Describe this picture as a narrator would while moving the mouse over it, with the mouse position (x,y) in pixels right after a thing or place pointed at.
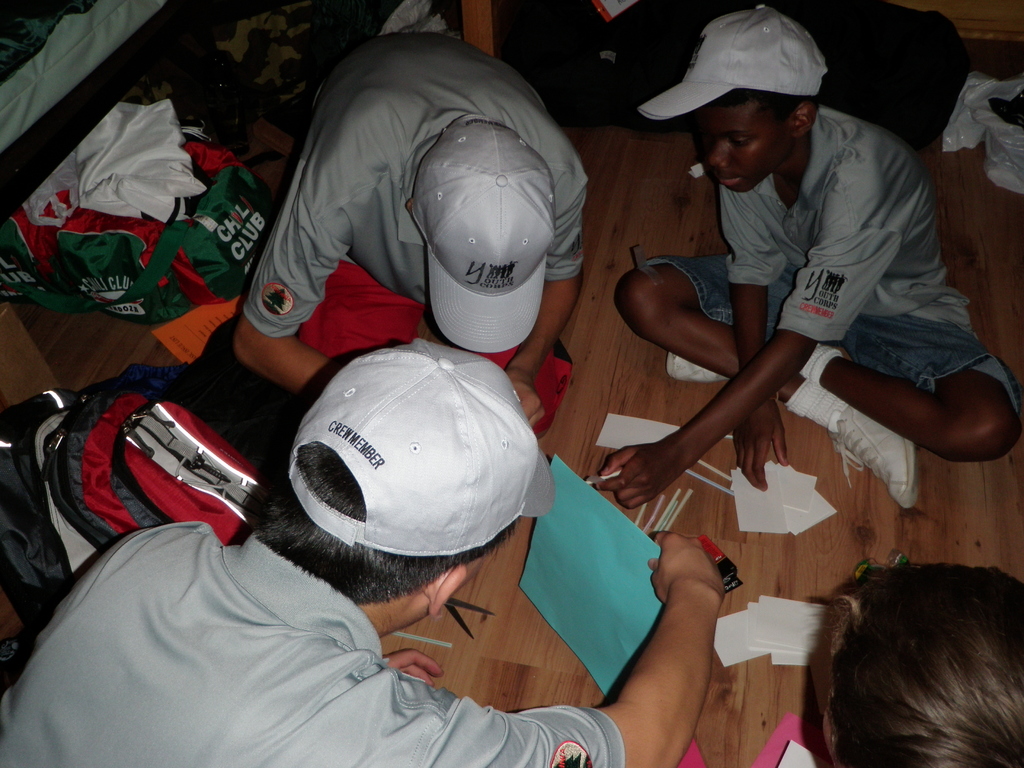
In the image i can see a three persons (520,283) wearing a caps (501,408) and sitting on the floor (869,509). Besides them there are two bags (12,254) and in front of them there is the one person (961,609) who is sitting.
